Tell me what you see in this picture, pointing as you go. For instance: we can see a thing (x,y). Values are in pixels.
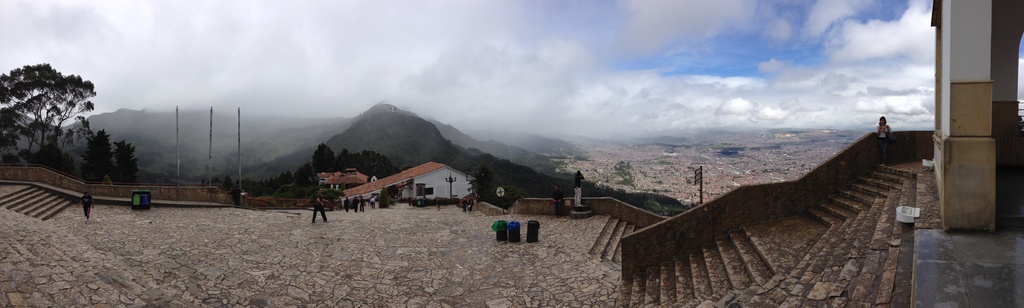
There are few people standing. I think these are the dustbins (135,197). I can see the stairs (606,251). I can see the trees (306,168) and mountains (564,179). I think these are the houses (409,176). On the right side of the image (977,209), I can see a pillar (977,198). These are the clouds (622,54) in the sky (630,54). I think here is the view of the city (722,167).
